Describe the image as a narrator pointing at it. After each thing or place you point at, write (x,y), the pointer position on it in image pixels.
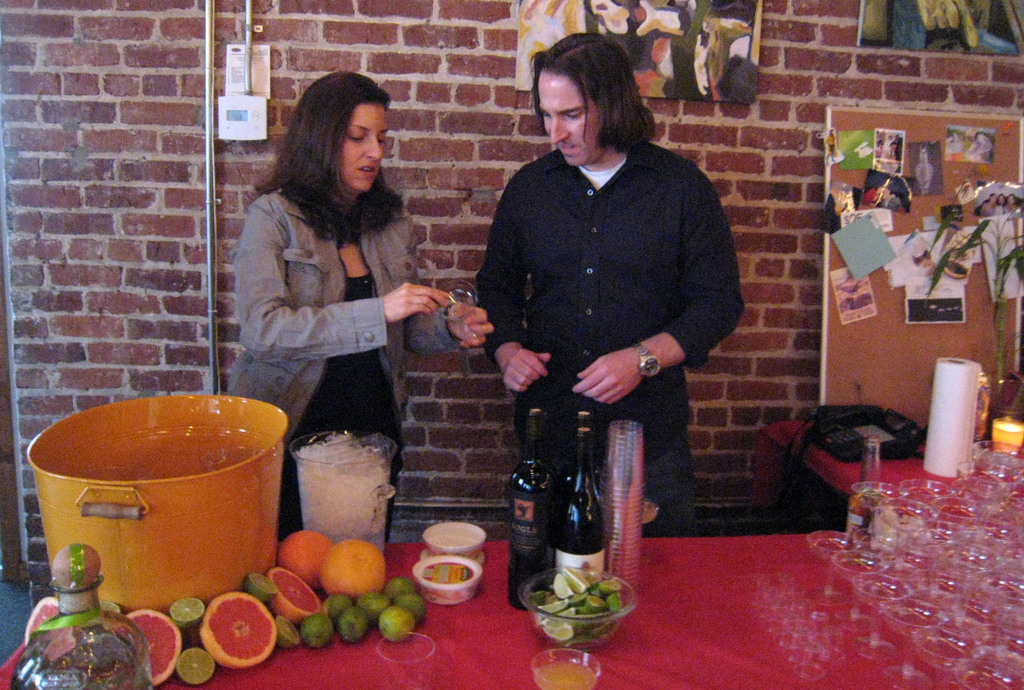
In this image we can see two persons (723,331) male (520,298) and female (265,324) standing and we can see some bottles (572,481), fruits (225,623), glasses (629,492), tub (262,475) and other items (469,536) on table (813,607) and in the background of the image (428,184) there is a wall (400,174) to which some paintings (661,1) are attached.
